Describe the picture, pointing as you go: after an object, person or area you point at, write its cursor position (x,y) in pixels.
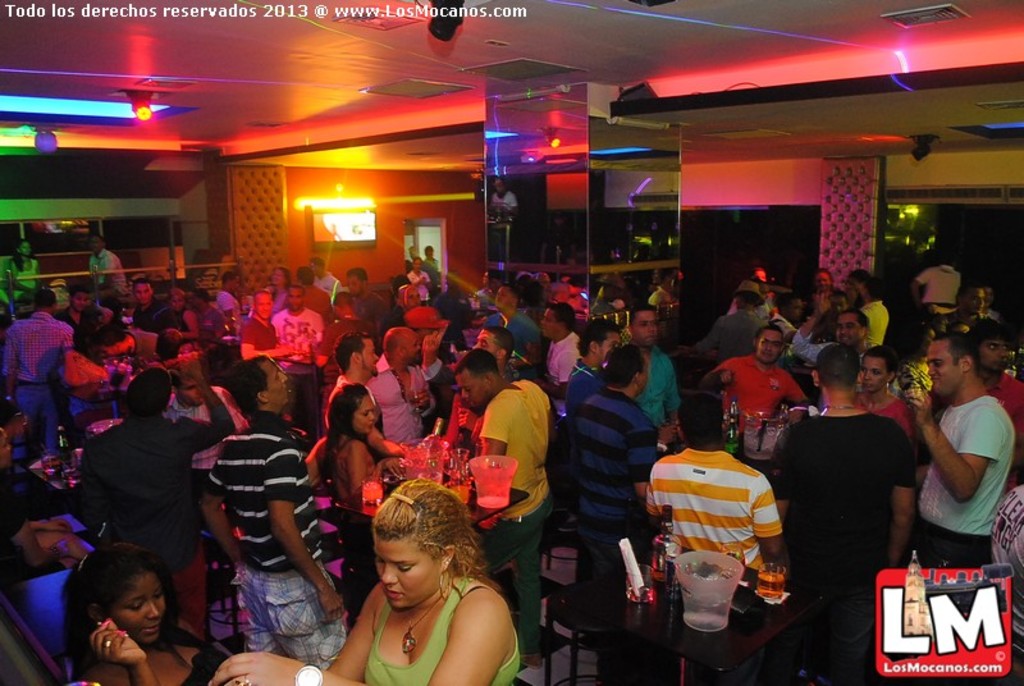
This picture describes about group of people (645,325), we can find few bottles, glasses (450,462) and other things (425,451) on the tables (625,602), in the background (58,106) we can find few lights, in the top left hand corner (177,14) we can see some text (434,9), in the bottom right hand corner (956,617) we can find a logo (946,614).
